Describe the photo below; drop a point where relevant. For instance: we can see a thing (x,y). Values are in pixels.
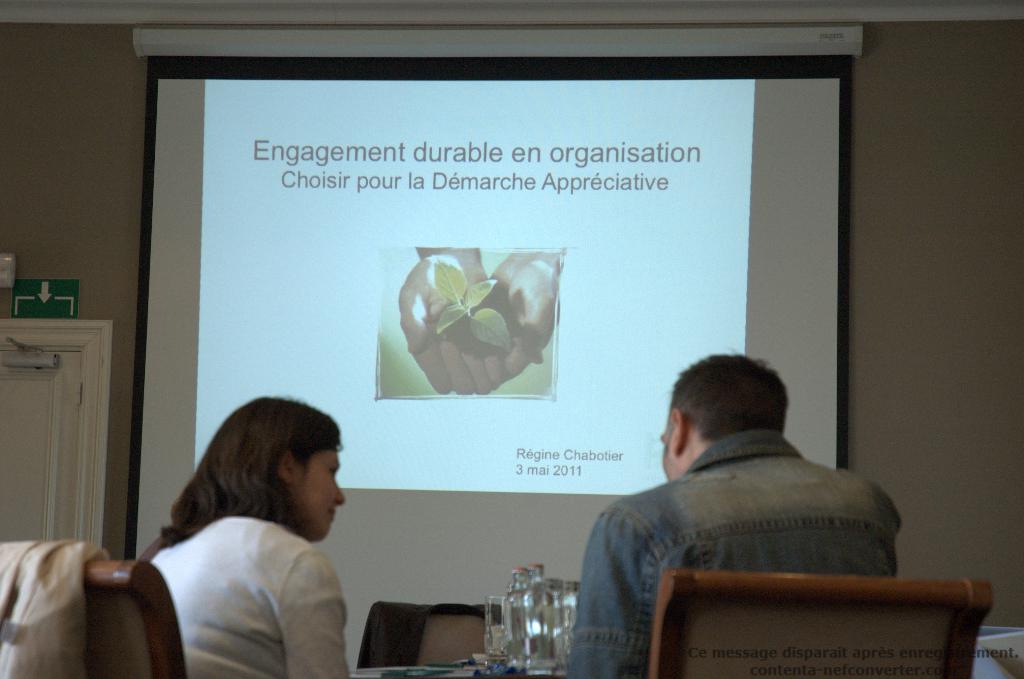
In this picture we can see a woman (250,618) and a man (669,559) sitting on the chairs (112,613). This is the table (383,674). On the table (383,674) there are some glasses (521,611). On the background (667,277) we can see a screen (551,239) and this is the wall (931,317). And there is a door (43,427).
